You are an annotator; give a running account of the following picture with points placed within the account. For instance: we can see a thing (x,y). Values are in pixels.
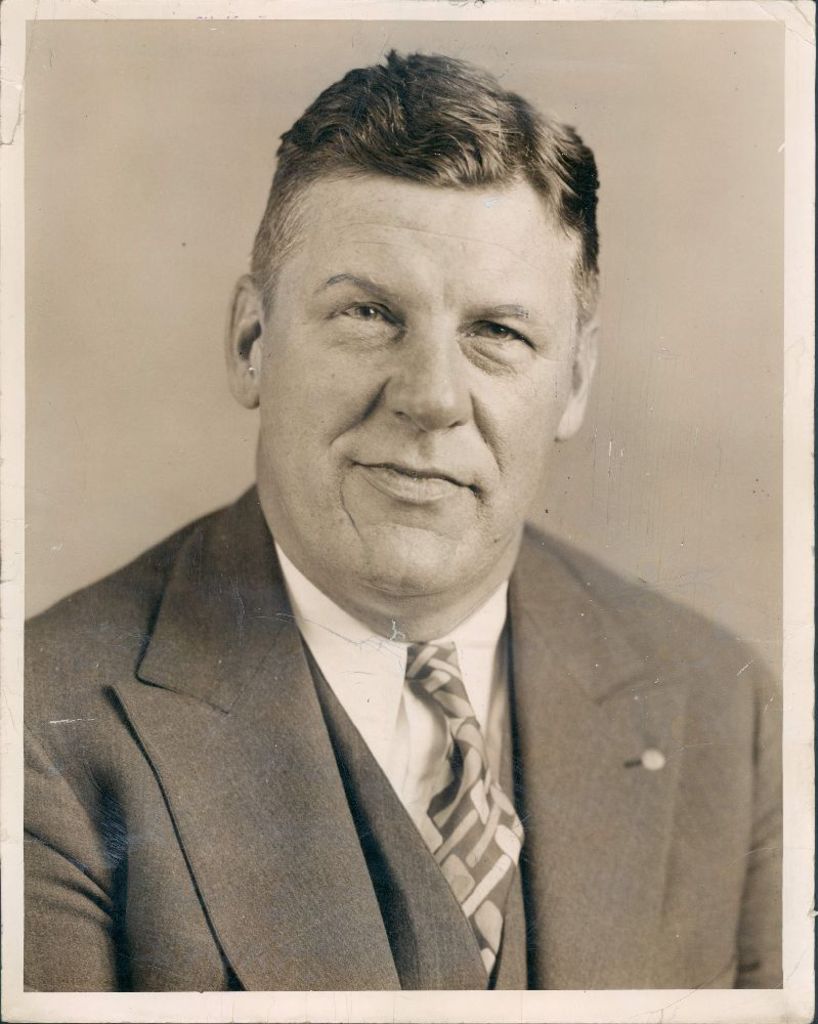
In this image we can see a photograph (547,164) of a man (499,646). He is wearing a suit (219,829).
